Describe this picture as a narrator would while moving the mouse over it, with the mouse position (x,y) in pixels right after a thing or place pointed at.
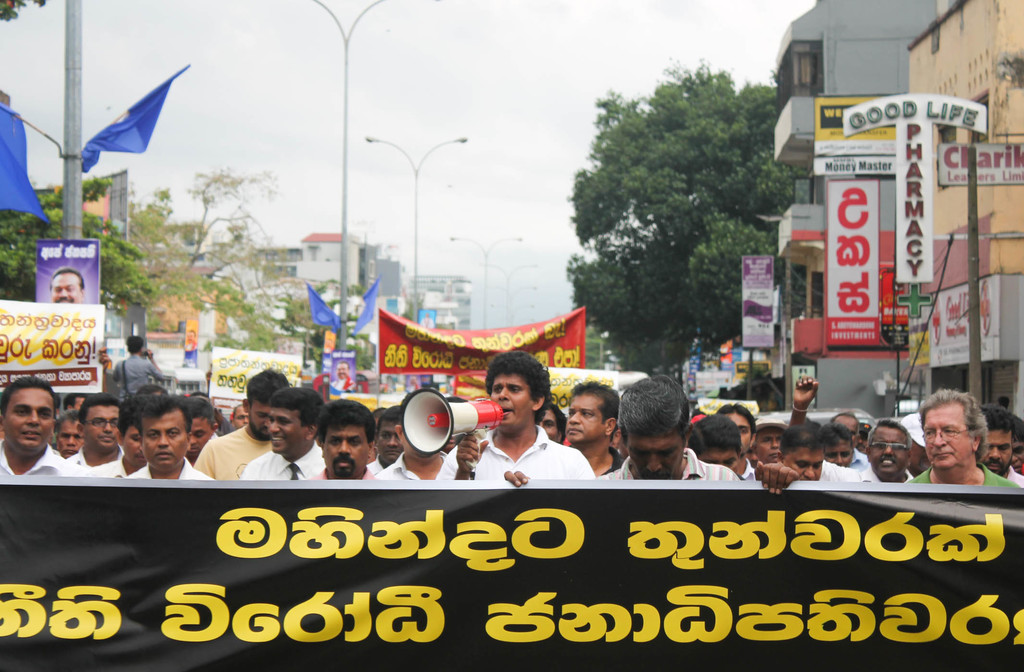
Here we can see few people (611,454) standing and in the middle (533,445) a person (493,440) is talking on the speaker (488,403) by holding it in his hand (470,450) and the first row persons (484,450) are holding a banner (169,574) in their hands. In the background (484,301) there are trees (602,197), street lights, poles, buildings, hoardings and sky (450,153).
